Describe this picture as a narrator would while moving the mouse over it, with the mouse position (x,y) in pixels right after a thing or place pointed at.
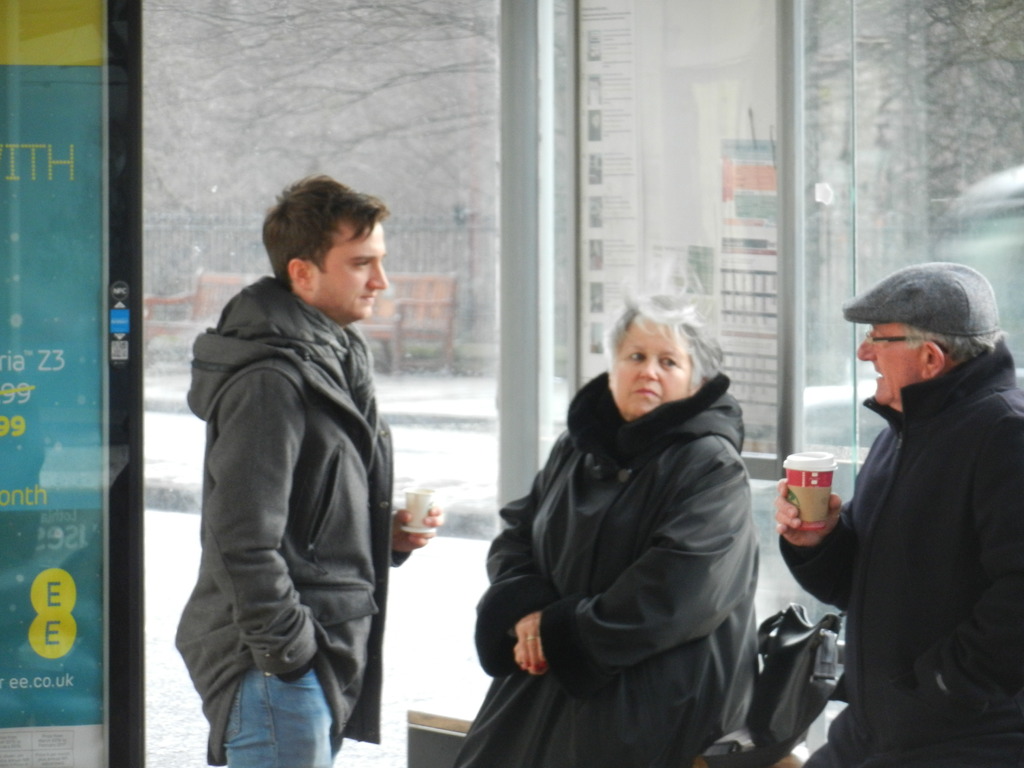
In this picture we can see three people (645,590), bag (778,621), posters (87,122), glass (346,149) and two men (880,388) are holding glasses (827,492) with their hands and in the background (341,49) we can see a bench (424,283), fence (223,263), trees (952,102) and some objects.
